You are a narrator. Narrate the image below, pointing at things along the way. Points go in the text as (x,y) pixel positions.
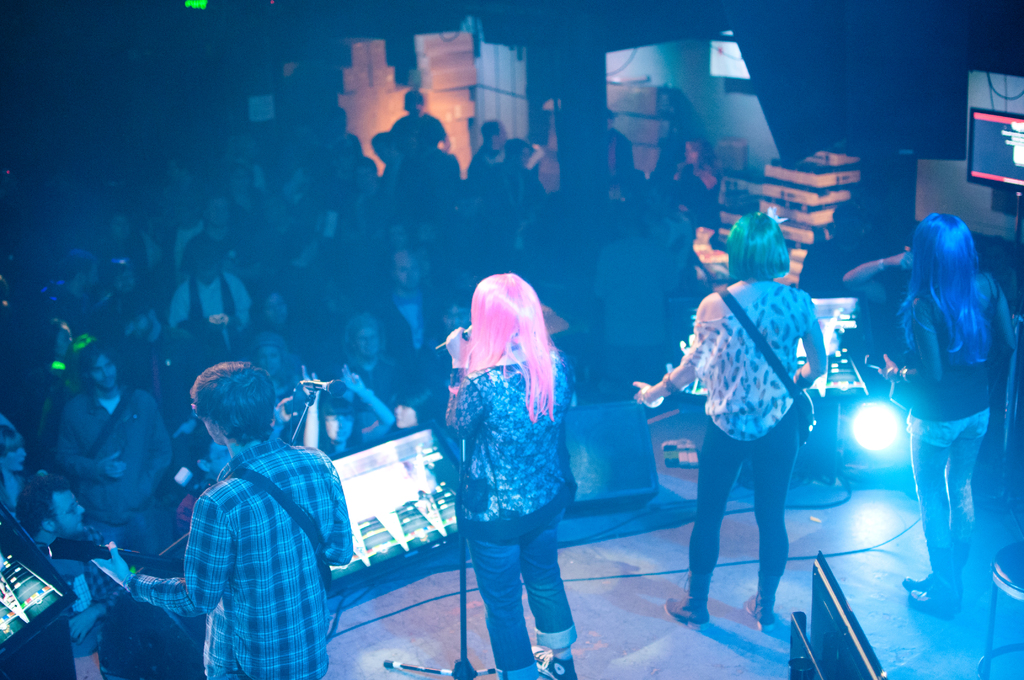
This picture is taken on the stage (640,630). On the stage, there are people (729,468) facing backwards. Among them, three are women (542,441) and one is man (333,509). Among them, there are playing musical instruments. A woman (515,561) in the center (476,377) holding a mike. Towards the left (226,572), there is a man (240,476) playing a guitar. Towards the right (761,307), there are two women (809,340) playing guitars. On the top (310,199), there are people (680,160). Towards the top right (982,130), there is a screen (1018,171).
